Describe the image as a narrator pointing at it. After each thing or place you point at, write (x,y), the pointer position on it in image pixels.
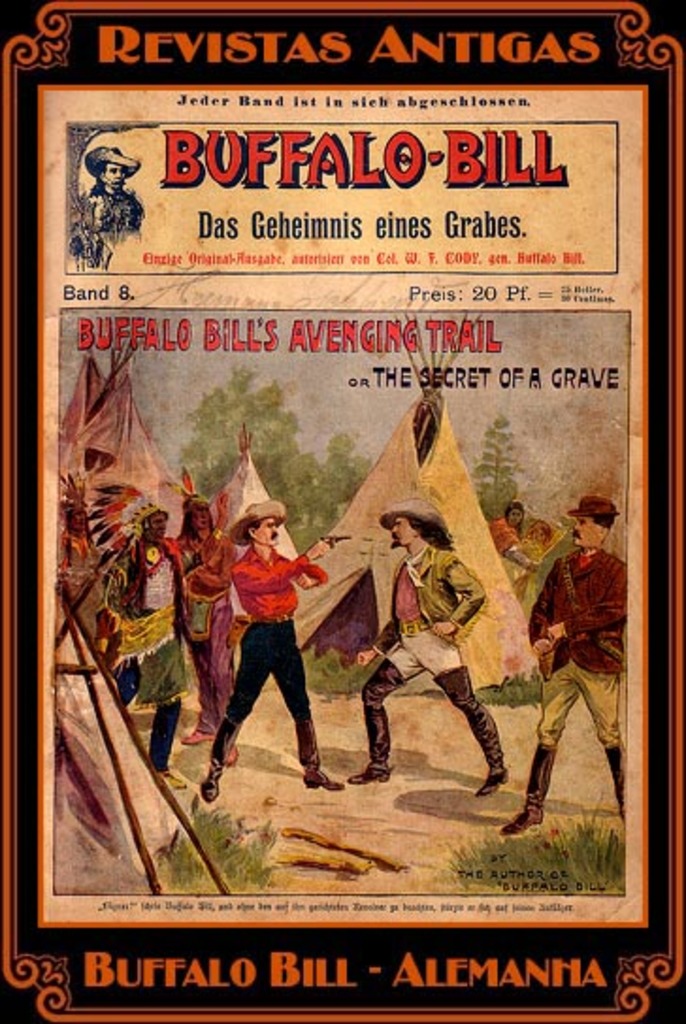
In this image we can see a poster (596,382) in which we can see a group of people (590,663) standing on the ground (524,731). One man (285,678) is holding a gun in his hand (308,557). In the background (492,600), we can see some tents (369,532), grass (210,821) and some trees (487,499). At the bottom of the image (204,980) we can see some text (528,966).
